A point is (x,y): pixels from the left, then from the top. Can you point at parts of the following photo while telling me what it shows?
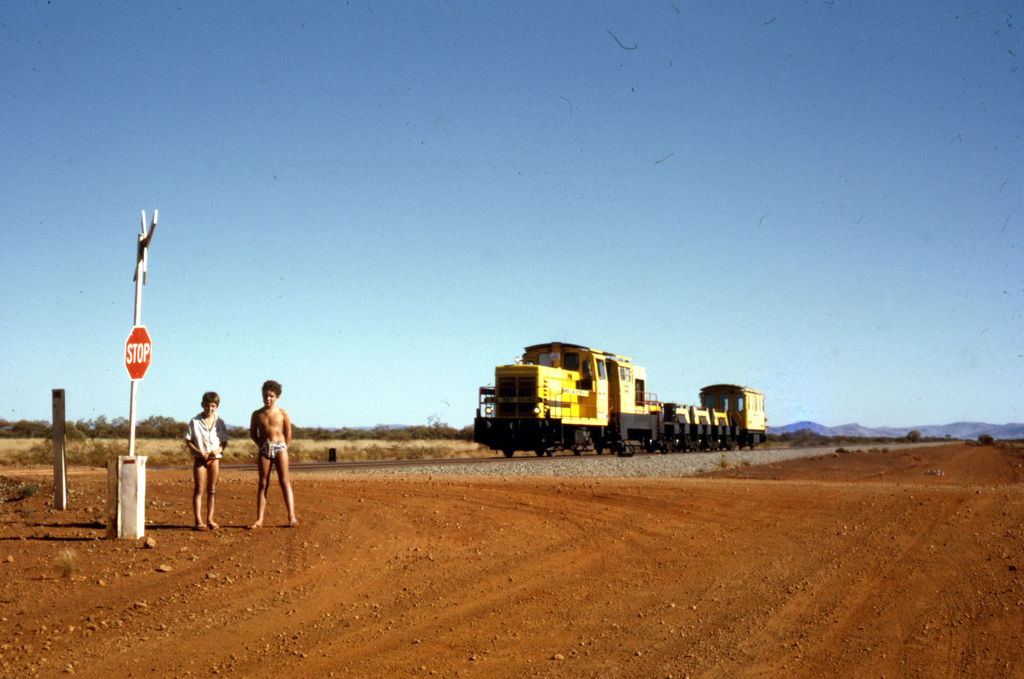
This picture is clicked outside. On the left (204,445) we can see the two people (205,425) standing on the ground (226,485) and we can see the text (147,345) on the board (139,363) and we can see the metal rod (130,434) and some other items (137,458). On the right (701,439) we can see a train (555,423) seems to be running on the railway track (465,462) and we can see the gravel (585,470), trees (175,429) and some other items (928,433). In the background (518,192) we can see the sky (584,258).
